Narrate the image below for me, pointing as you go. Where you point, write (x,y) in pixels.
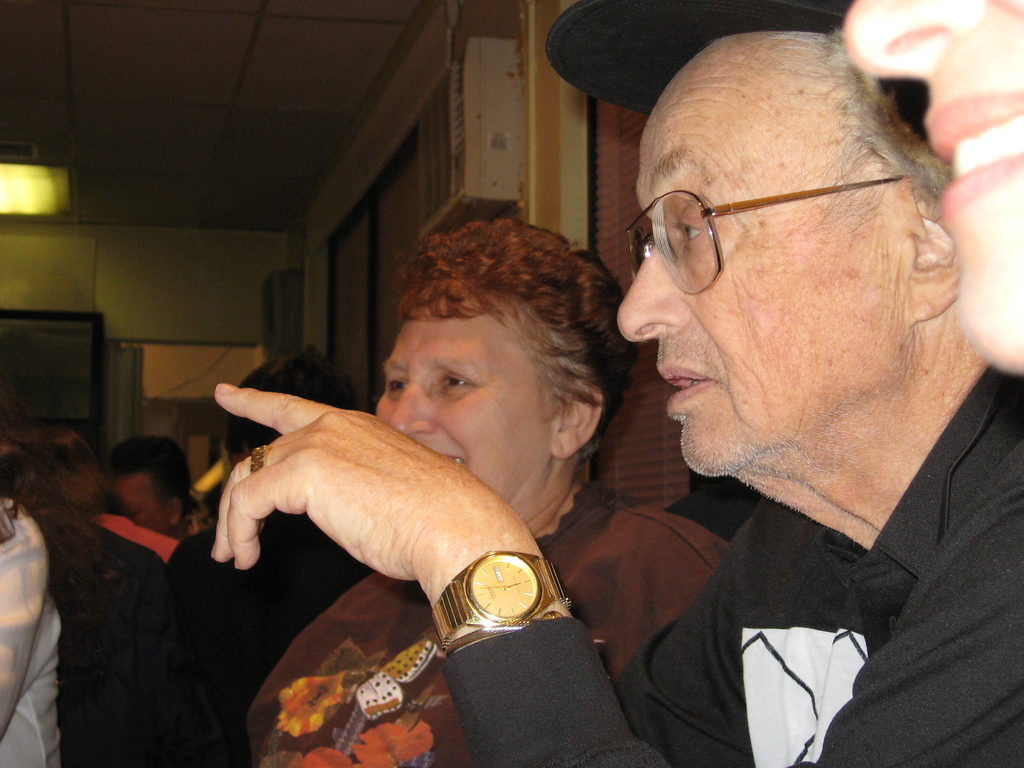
In this image a person (939,656) wearing watch (477,624) is having spectacles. Beside him there is a person (430,682). Left side (84,579) few persons (236,652) are standing. Behind them there is a wall (137,309) having door (130,427). A light (65,206) is attached to the roof (76,177). Right side (929,6) a person face (941,122) is visible.
